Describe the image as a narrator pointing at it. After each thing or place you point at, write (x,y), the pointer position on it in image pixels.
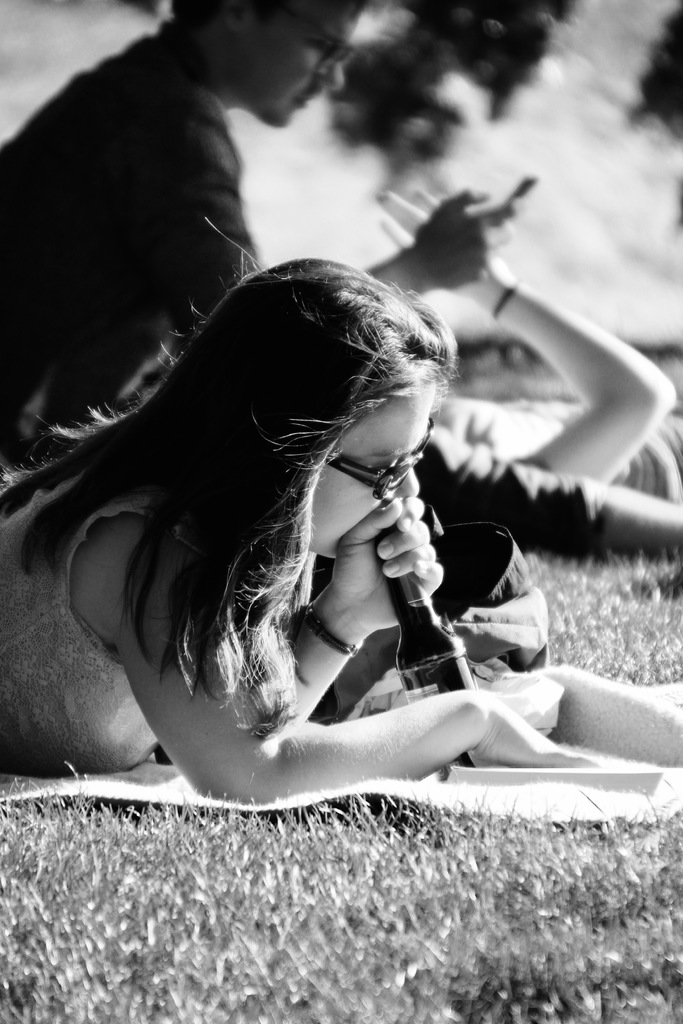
It is a black and white image. In this image we can see a woman (171,487) wearing the glasses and holding the bottle (431,646) and also lying on the cloth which is on the grass (305,872). In the background (304,8) we can see two persons (117,111).
